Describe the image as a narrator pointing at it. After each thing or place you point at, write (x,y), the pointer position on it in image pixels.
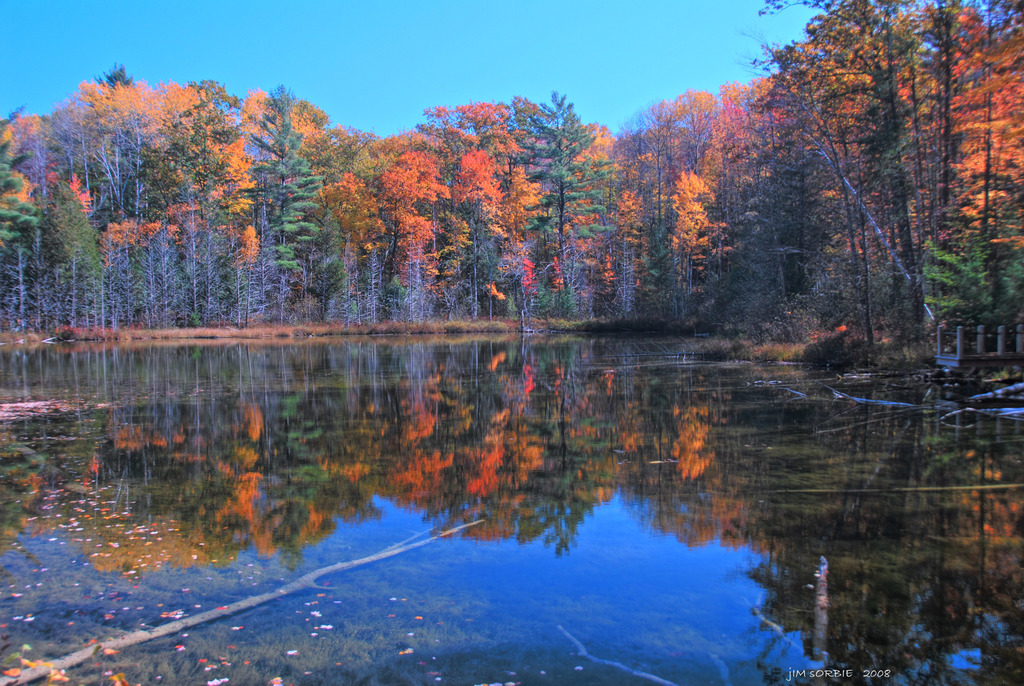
In this picture there is water (546,388) in the center of the image (670,450) and there are autumn trees (799,263) in the background area of the image (609,238).
